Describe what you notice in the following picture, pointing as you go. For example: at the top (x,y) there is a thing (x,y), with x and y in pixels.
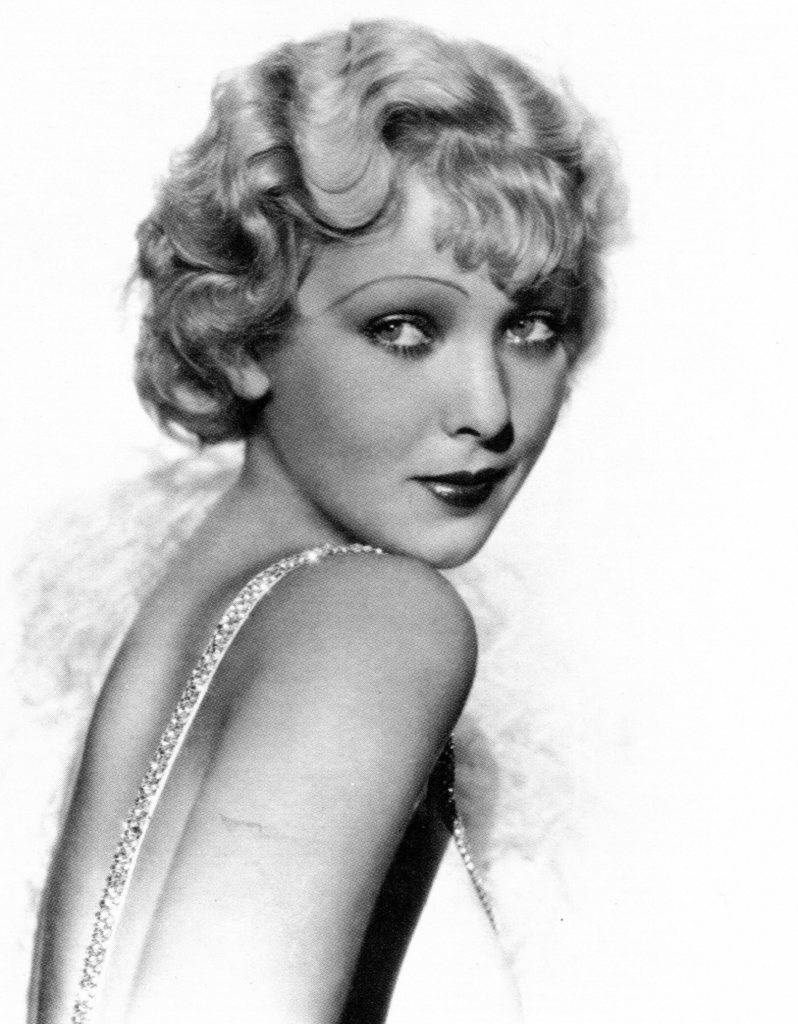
It is a black and white picture of a woman (368,944).
